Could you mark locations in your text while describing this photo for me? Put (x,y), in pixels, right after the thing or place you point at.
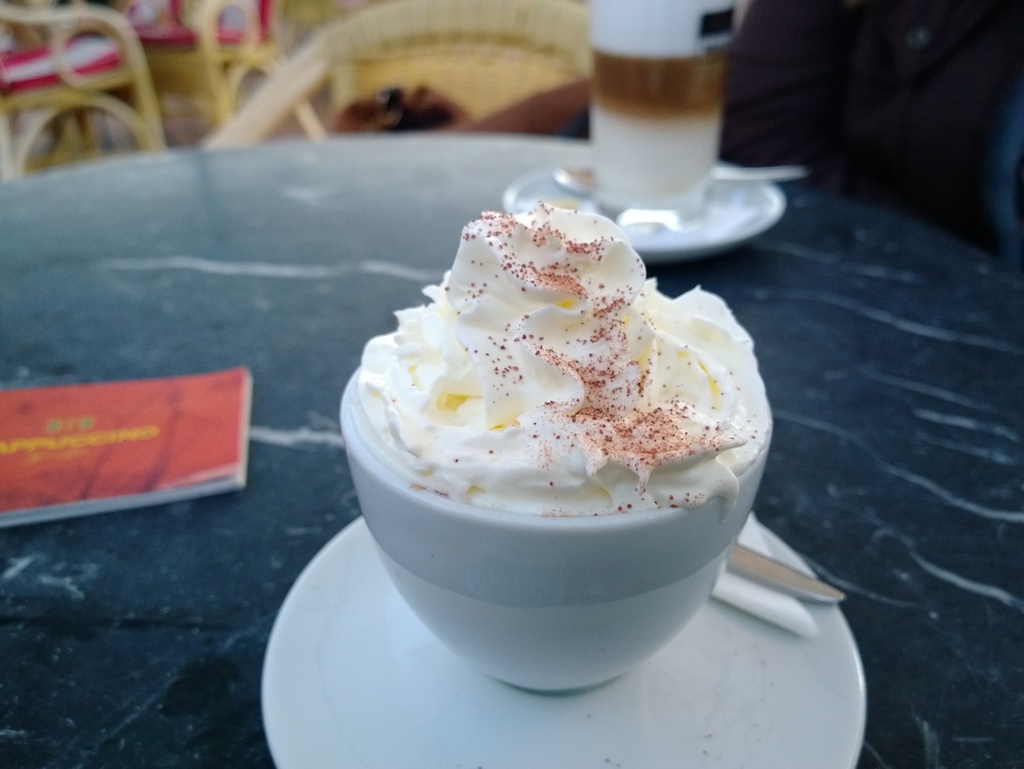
In the image there is a dessert (526,486) served with a saucer (702,638) and there are two other items (618,137) kept beside the dessert (462,257) on the table (211,292) and the background (496,5) is blur.
